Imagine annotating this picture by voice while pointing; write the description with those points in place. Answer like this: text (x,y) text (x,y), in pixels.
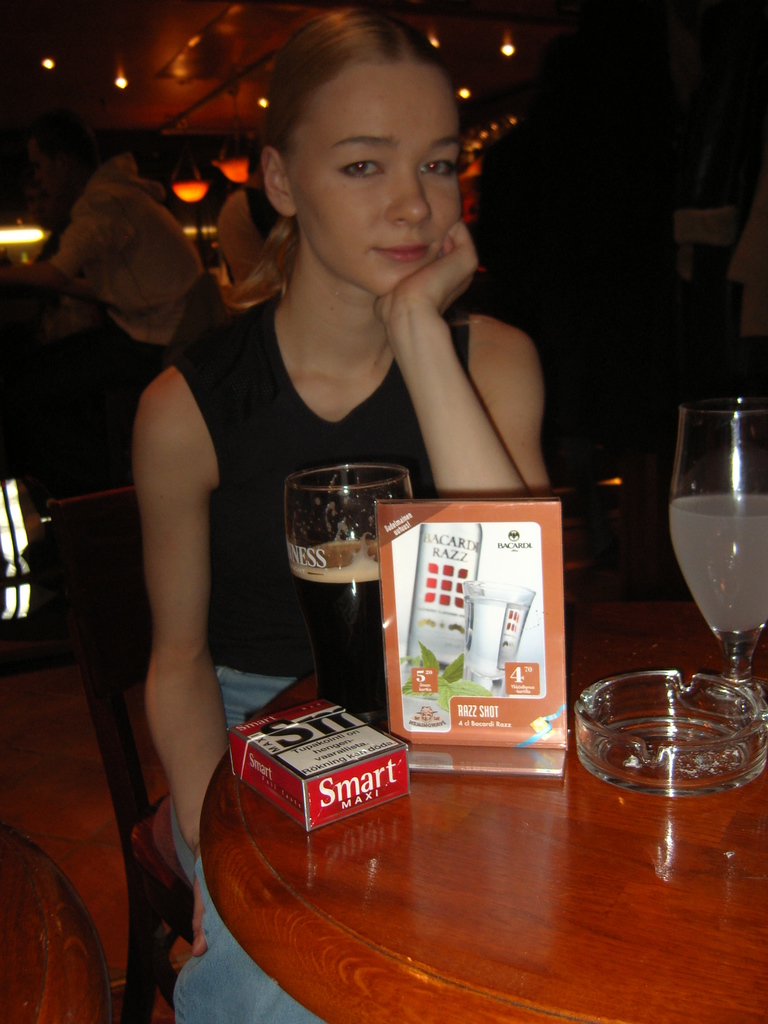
She is sitting in a chair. She is looking at the camera. There is a table (603,664). There is a glass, bowl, poster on a table (605,638).
